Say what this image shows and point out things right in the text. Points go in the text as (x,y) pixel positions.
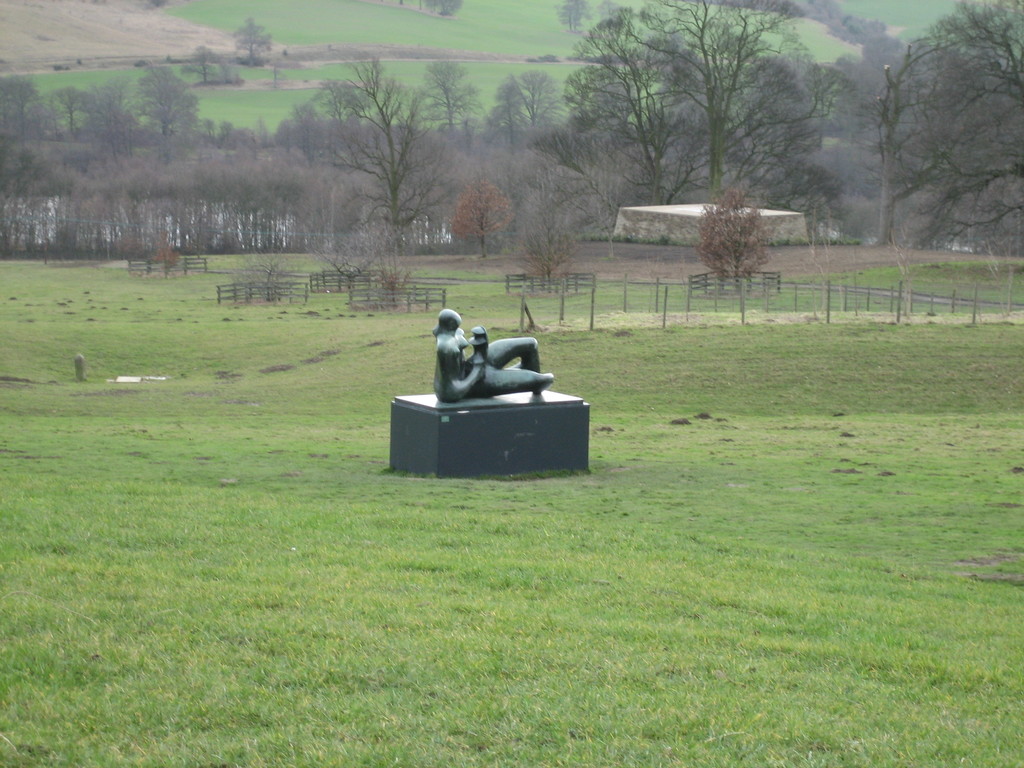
In this image on the ground (518,358) there is a sculpture (457,354), trees (826,220), poles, there may be water (50,204) behind the tree (182,154) on the left side (287,240).
